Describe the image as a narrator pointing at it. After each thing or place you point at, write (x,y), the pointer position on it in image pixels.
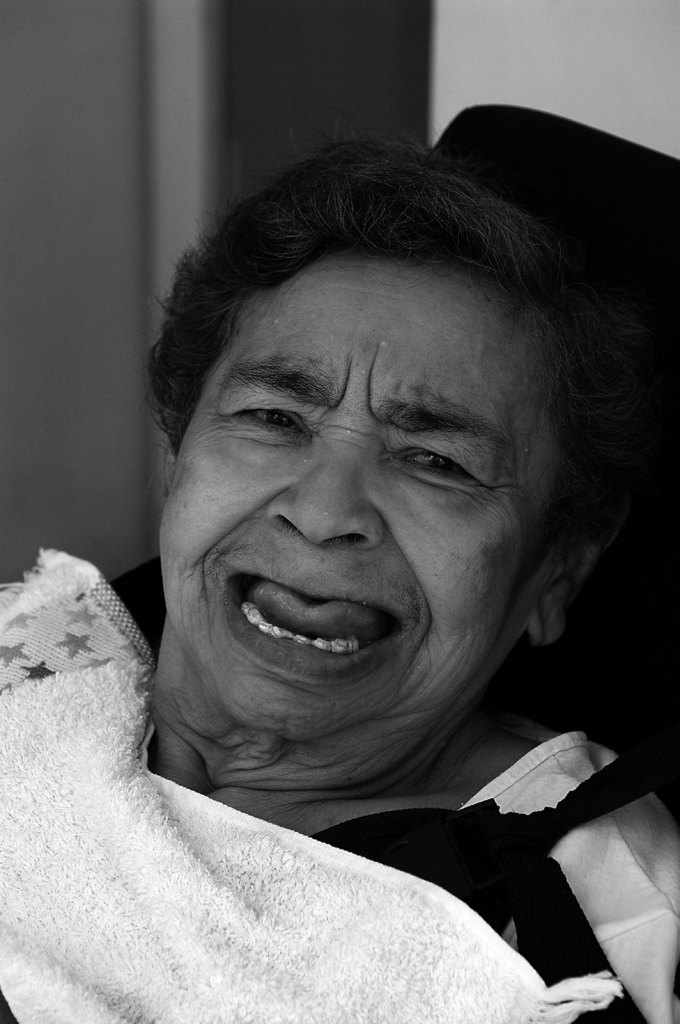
This is a black and white image. In this image we can see a woman (310,825).
